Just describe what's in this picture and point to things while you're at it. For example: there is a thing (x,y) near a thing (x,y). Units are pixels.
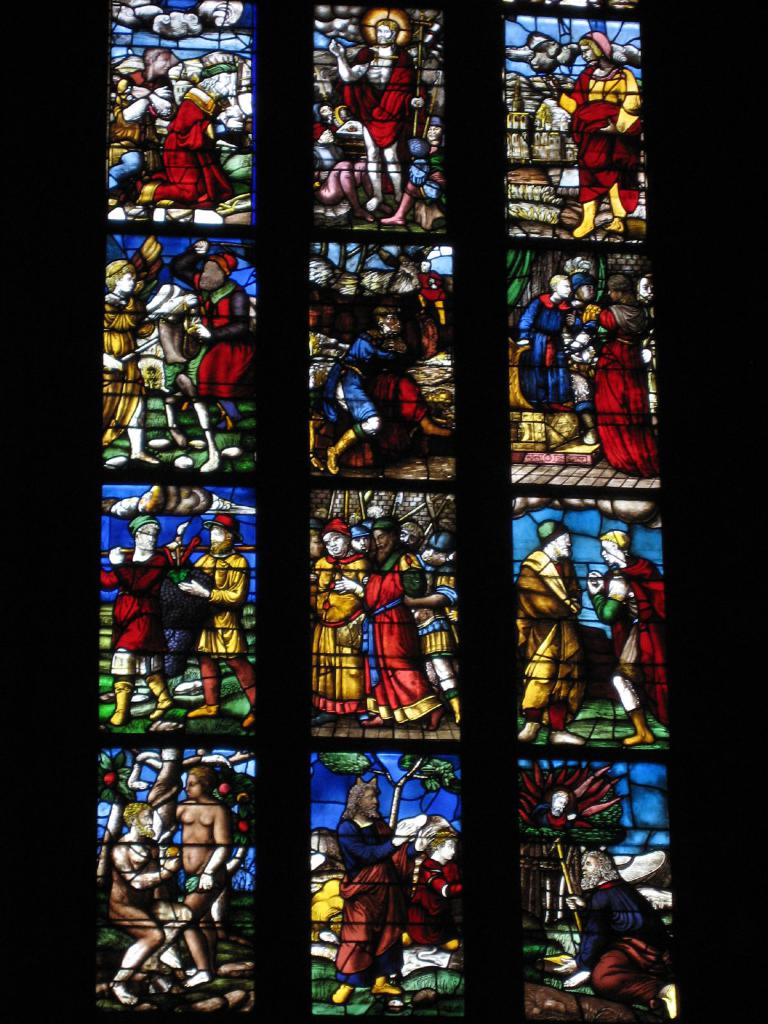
In this image there is a glass window (407,552) having painting (539,715) of few persons (409,600) on it.
